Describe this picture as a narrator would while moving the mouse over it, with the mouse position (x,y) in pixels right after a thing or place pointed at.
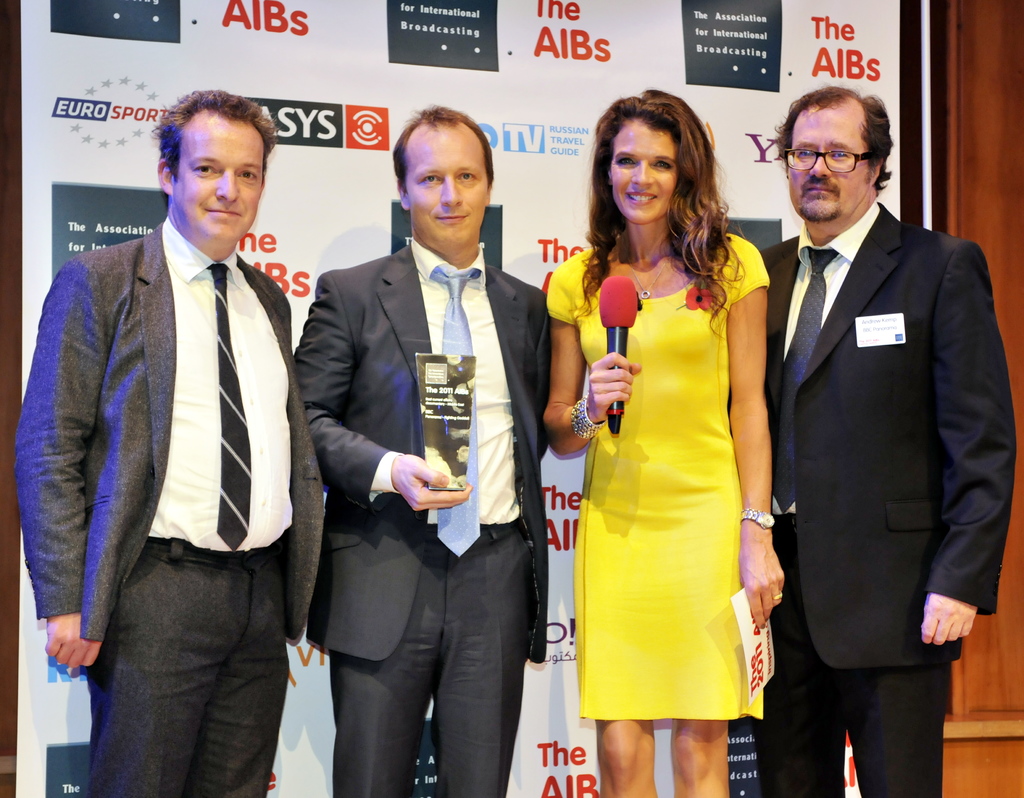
In the image in the center (655,416) we can see four persons (780,454) were standing and they were smiling, which we can see on their faces (856,204). And the woman (675,290) she is holding microphone (607,326) and voucher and the middle man (414,482) is holding some object (457,421). In the background (893,38) there is a wall (997,119) and banner (82,38).
